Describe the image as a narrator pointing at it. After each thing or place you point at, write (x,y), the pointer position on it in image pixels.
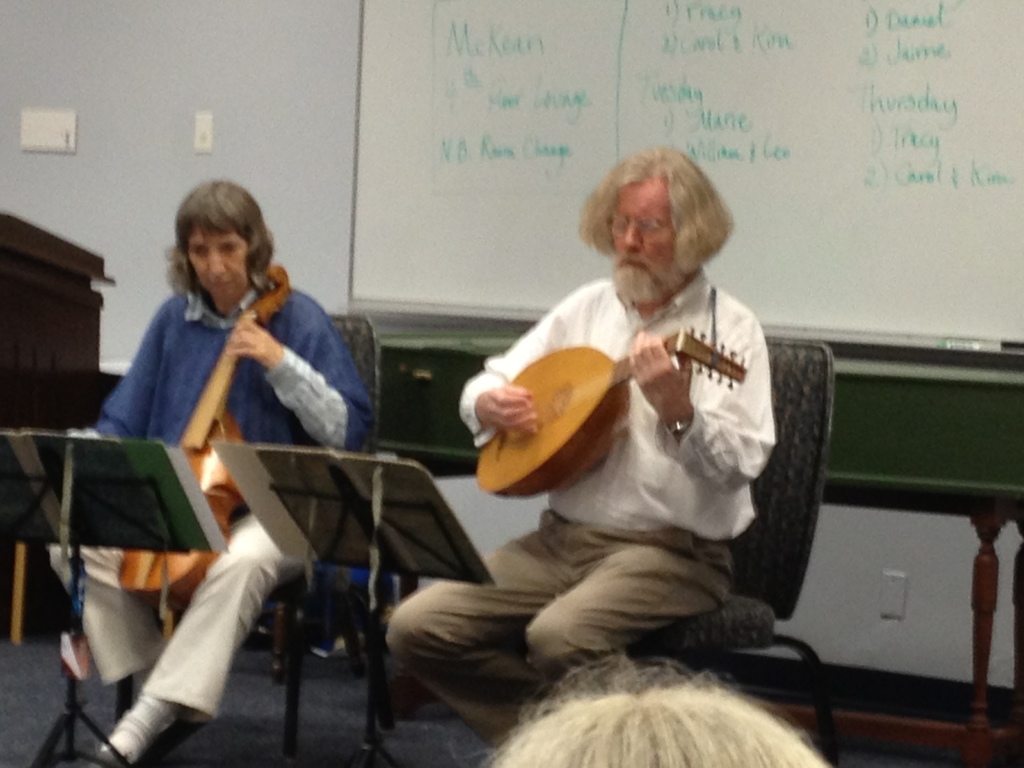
In the image two persons (163,327) are sitting and holding some musical instruments (220,368). Behind them there is wall (158,72), on the wall (105,176) there is a board (432,218) and there is a podium (7,422). In the bottom left corner of the image (13,526) there are music stands (67,453), on the stands (67,453) there are some papers (170,446).
